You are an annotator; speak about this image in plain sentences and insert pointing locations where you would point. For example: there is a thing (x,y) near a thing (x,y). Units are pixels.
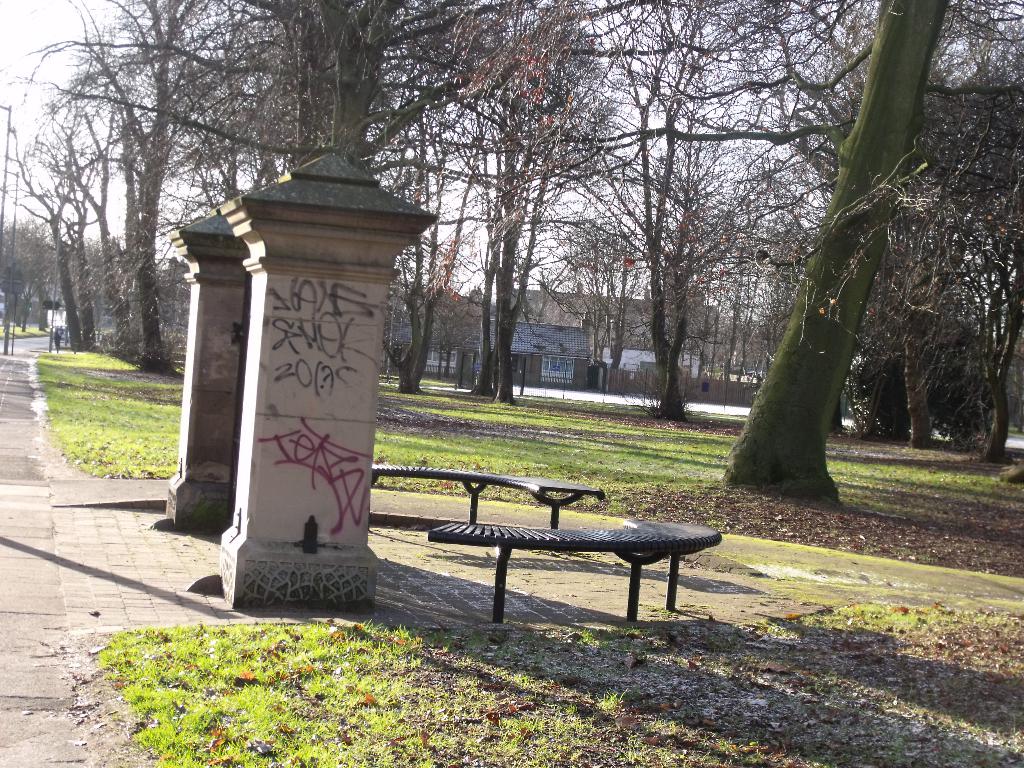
As we can see in the image there are trees (626,239), buildings (473,341), grass (542,723), benches (461,543) and sky (44,79).
